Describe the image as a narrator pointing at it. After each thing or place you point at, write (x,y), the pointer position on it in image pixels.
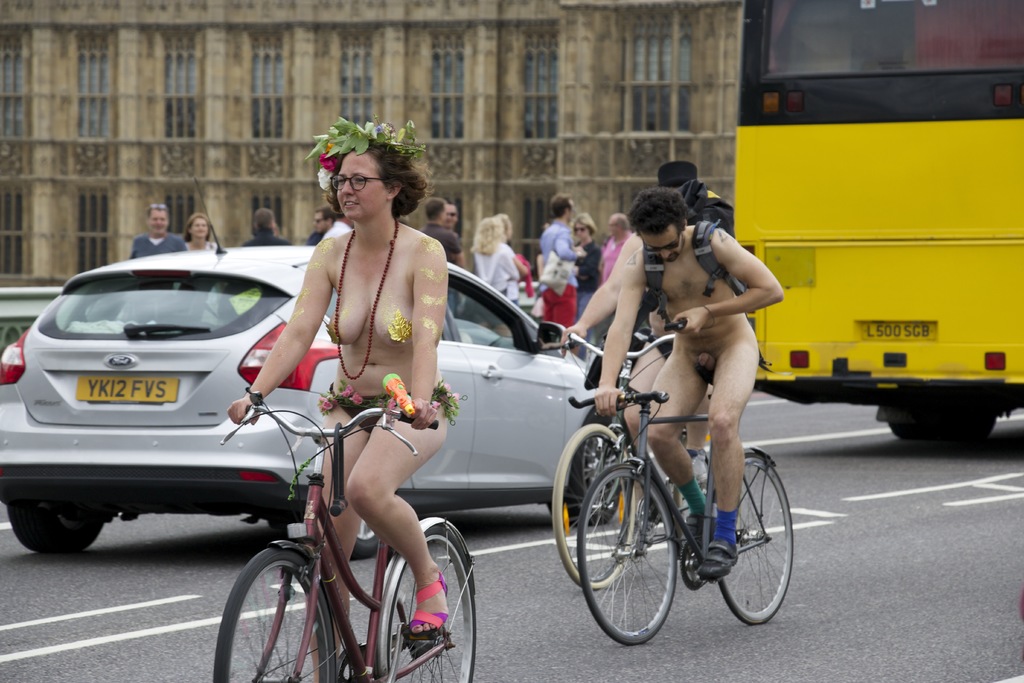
few people (328,149) are riding bicycles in nude.
